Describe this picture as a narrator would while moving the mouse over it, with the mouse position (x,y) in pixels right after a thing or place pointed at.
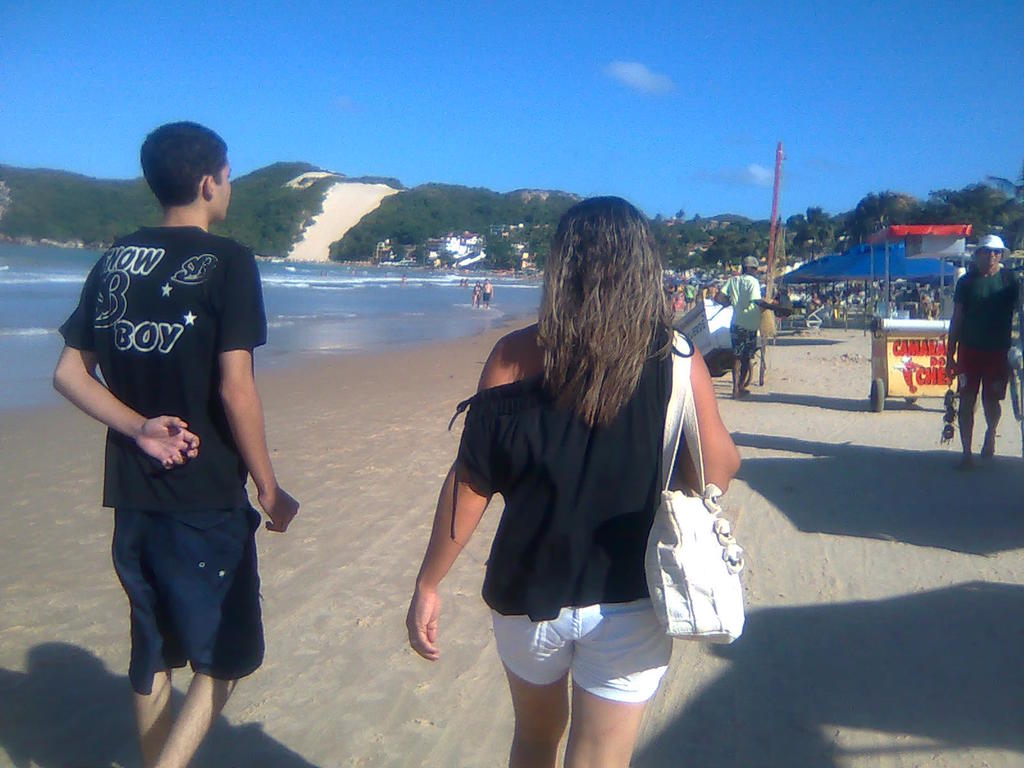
This is the man (217,470) and woman (578,455) walking. This looks like a seashore (398,375). There are few people (753,305) standing. I think these are the wheel carts (882,352). I can see the tents (878,260). This looks like a hill (490,225). These are the trees (534,261). Here is the sea (48,304). This is the sky (650,80).
